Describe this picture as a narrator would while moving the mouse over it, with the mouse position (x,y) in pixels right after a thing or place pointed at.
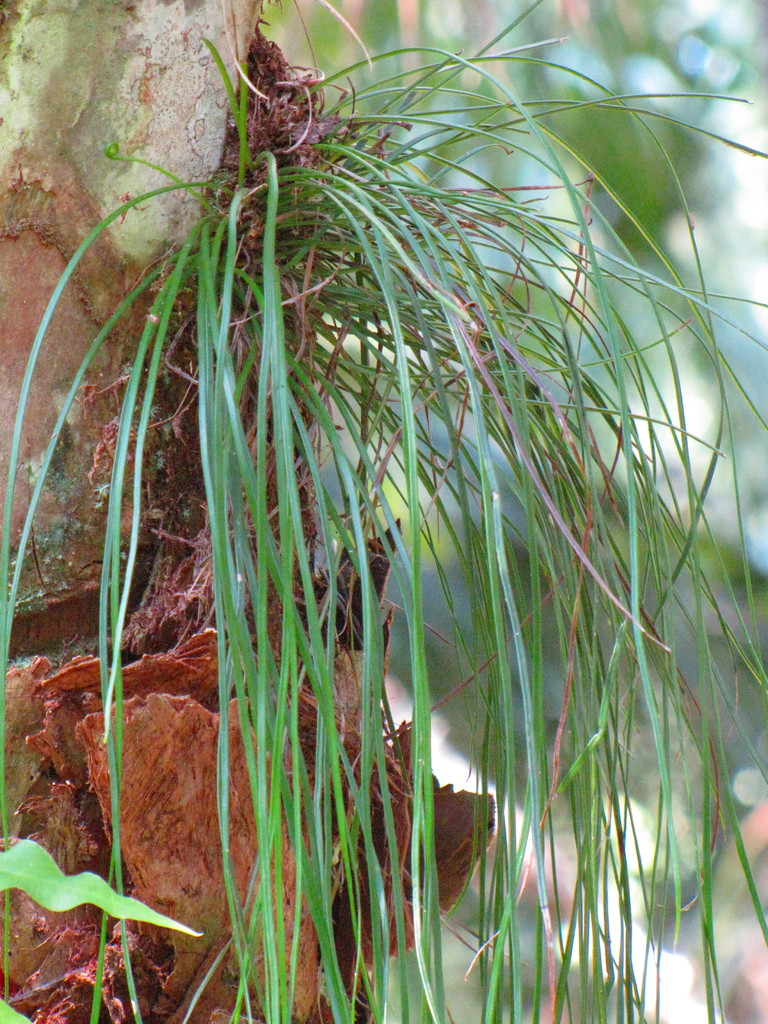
In this image we can see a plant (227,295).
